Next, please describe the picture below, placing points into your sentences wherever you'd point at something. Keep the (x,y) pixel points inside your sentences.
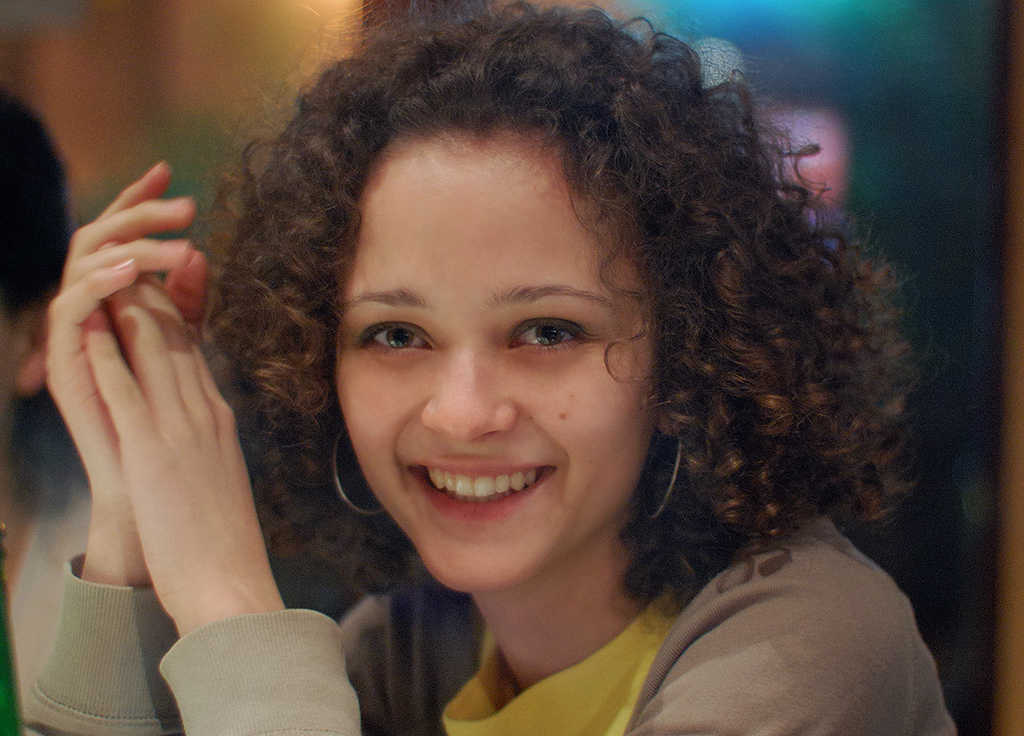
In this image, I can see a woman (531,640) smiling. There is a blurred background (139,97). On the left corner of the image (49,593), I can see another person (48,439).
